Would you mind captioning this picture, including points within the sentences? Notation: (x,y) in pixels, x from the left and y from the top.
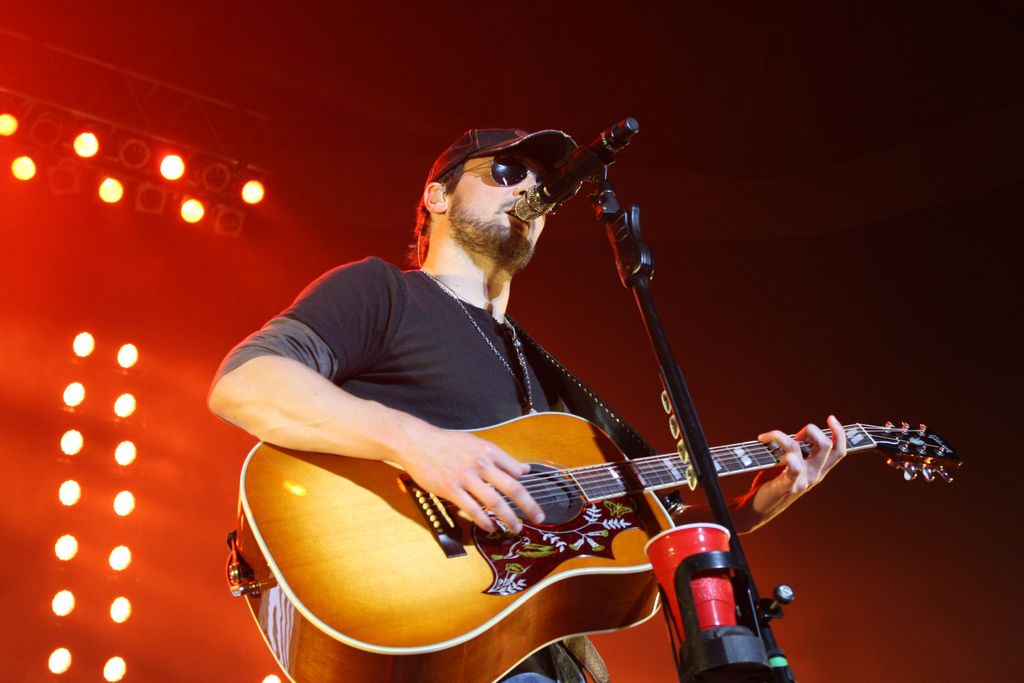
In this image in the center (445,347) there is one person (435,336) who is holding a guitar (407,543) and playing, and in front of him there is one mike (576,181) it seems that he is singing. In the background (123,154) there are some lights (135,160).
